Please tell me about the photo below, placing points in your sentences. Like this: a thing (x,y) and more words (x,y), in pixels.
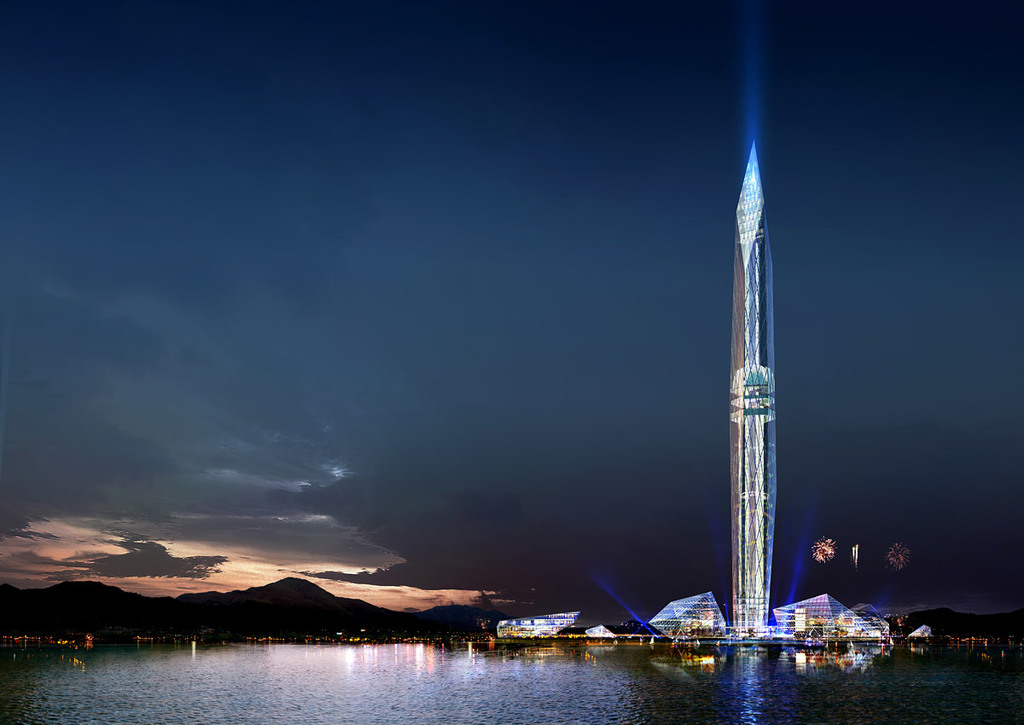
This image consists of water (526,665). In the front (719,620), we can see buildings (789,611) and a skyscraper (742,562). In the background (38,593), there are mountains (38,593). At the top (391,218), there are clouds (175,435) in the sky (166,448).
